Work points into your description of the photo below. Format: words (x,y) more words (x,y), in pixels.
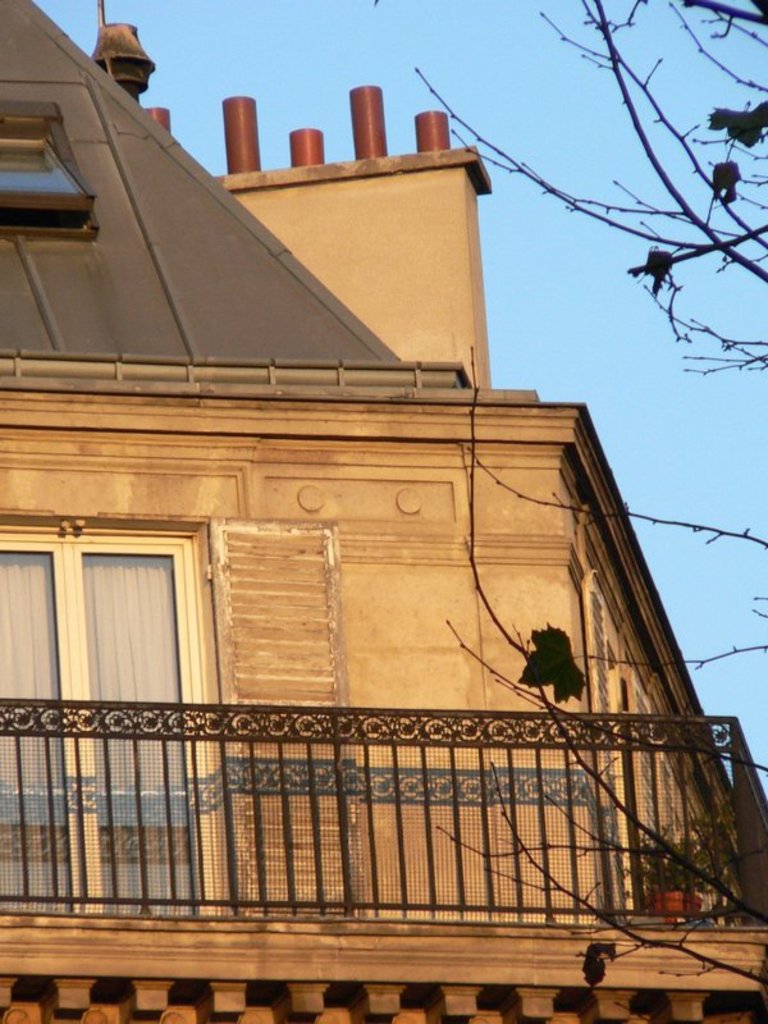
This image is taken outdoors. At the top of the image (391,53) there is a sky (624,375). On the right side of the image (621,209) there is a tree (539,645). In this image there is a building (371,573) with walls (412,577), windows (55,156), a roof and a ventilator (10,169). There is a railing (671,788) and there is a plant (678,877) in the pot (675,909).
